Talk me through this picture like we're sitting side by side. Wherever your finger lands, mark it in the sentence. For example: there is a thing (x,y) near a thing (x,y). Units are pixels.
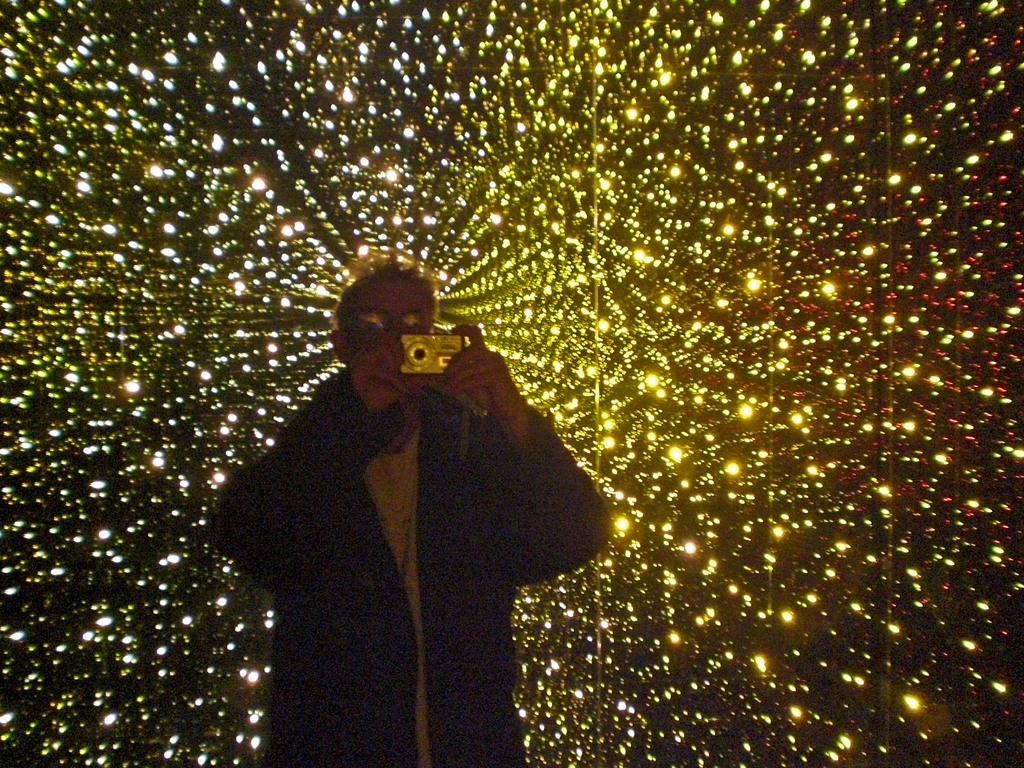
This is the picture of a person (411,398) who is holding the camera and behind there are some lights (961,556).
